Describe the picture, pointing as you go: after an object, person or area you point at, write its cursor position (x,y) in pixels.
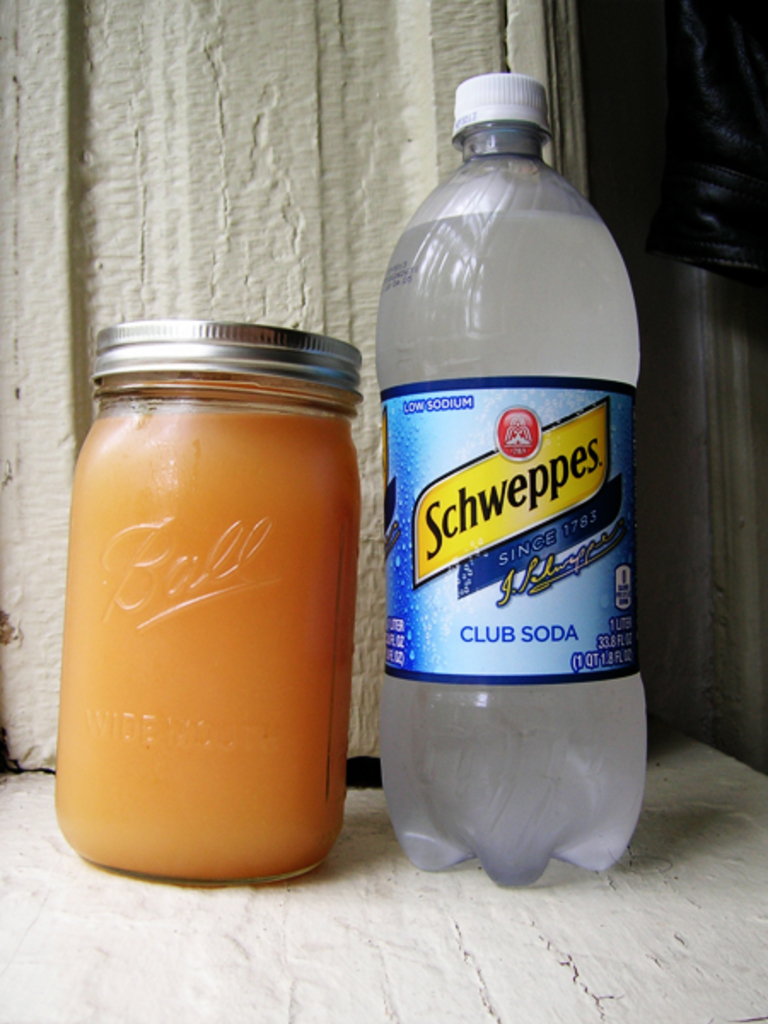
In this picture we can see bottle (435,614) with sticker (435,558) and drink (527,357) in it aside to that jar (248,348) this two are placed on a floor (260,909).
